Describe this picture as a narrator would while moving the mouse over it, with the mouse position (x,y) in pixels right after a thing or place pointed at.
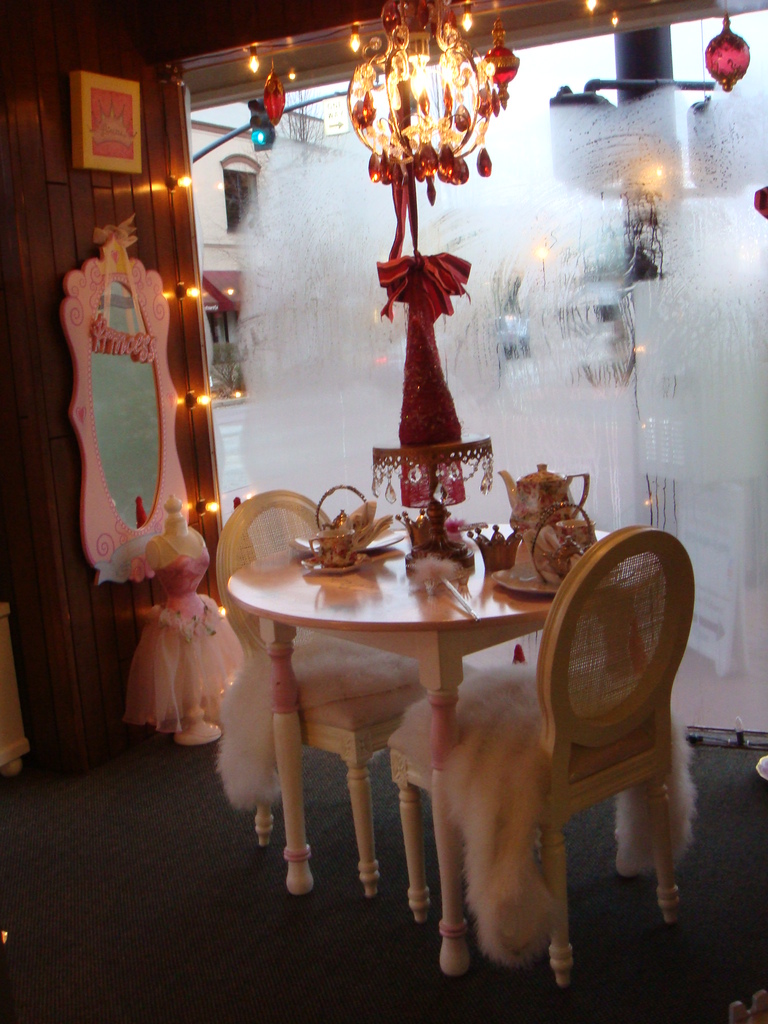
In this image I can see the table (259,588) and two chairs (403,763) and I can see few objects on the table (374,592). In the background (324,326) I can see the glass wall (697,638), the mirror (128,279) attached to the wooden wall (38,333) and I can see few lights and the chandelier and the sky (594,69) is in white color.
